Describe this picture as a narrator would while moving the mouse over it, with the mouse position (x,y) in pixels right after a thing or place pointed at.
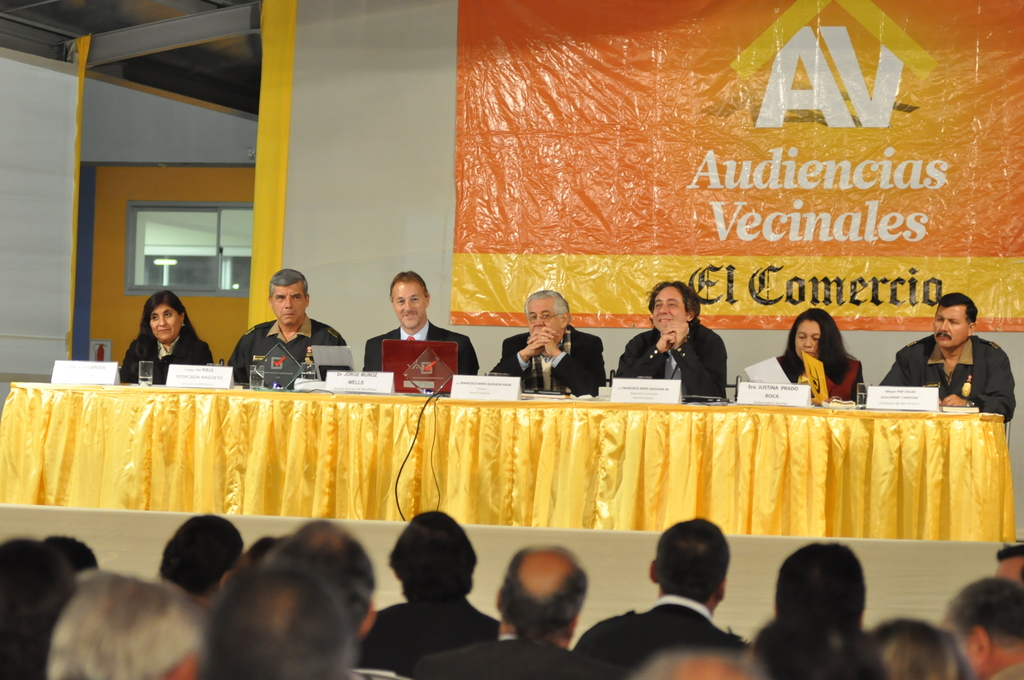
In this image we can see many persons (529,340) sitting at the table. On the table (45,407) we can see cloth (119,407), name boards (178,370), laptop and glass tumblers (146,367). At the bottom of the image (430,528) we can see crowd (682,611). In the background (407,230) we can see wall (327,237), window (249,238) and advertisement (608,190).
